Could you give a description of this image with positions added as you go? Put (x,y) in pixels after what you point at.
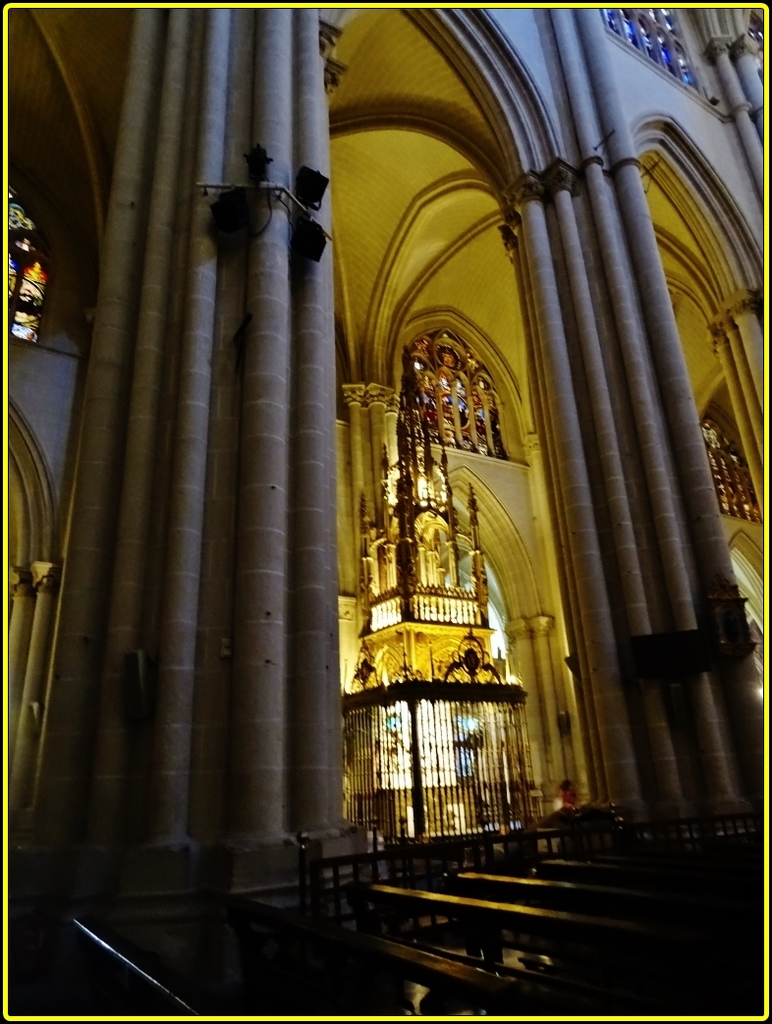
This image is taken in a Cathedral (331,433). At the bottom of the image (366,907) there are a few benches (472,888) and a railing (321,896). In the background (351,381) there are a few walls (42,345), pillars (600,87) and architectures (438,306).
